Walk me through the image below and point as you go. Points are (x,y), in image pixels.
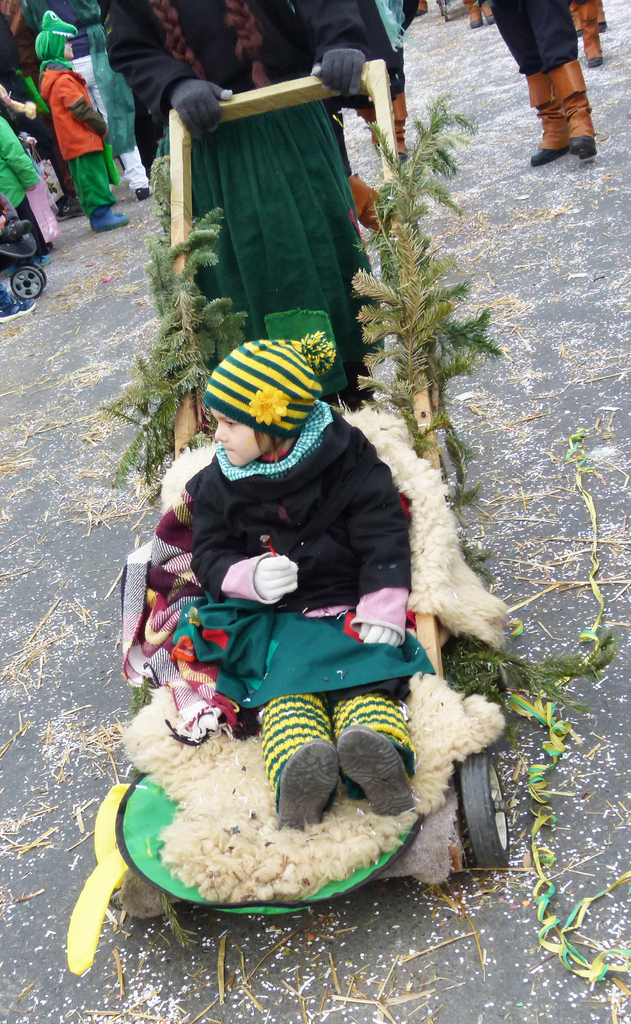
In this image I see a trolley (185,172) on which there is a child (291,617) sitting on it and I see the leaves (389,218) and I see that a person (227,32) is holding this trolley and I see the road (511,293). In the background (38,244) I see few more people (38,244).
